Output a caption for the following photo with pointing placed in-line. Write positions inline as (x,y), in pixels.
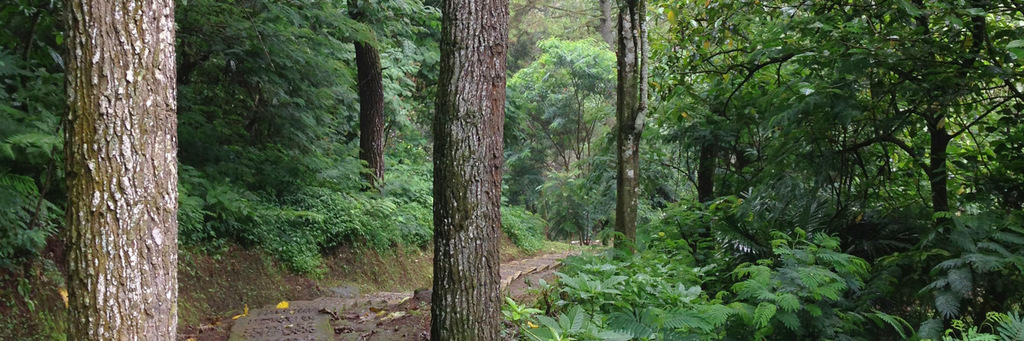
It is a forest (291,175) and there are plenty of trees (608,122) and plants (643,175) in the forest (513,187) and in between the plants (508,174) there is a way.
